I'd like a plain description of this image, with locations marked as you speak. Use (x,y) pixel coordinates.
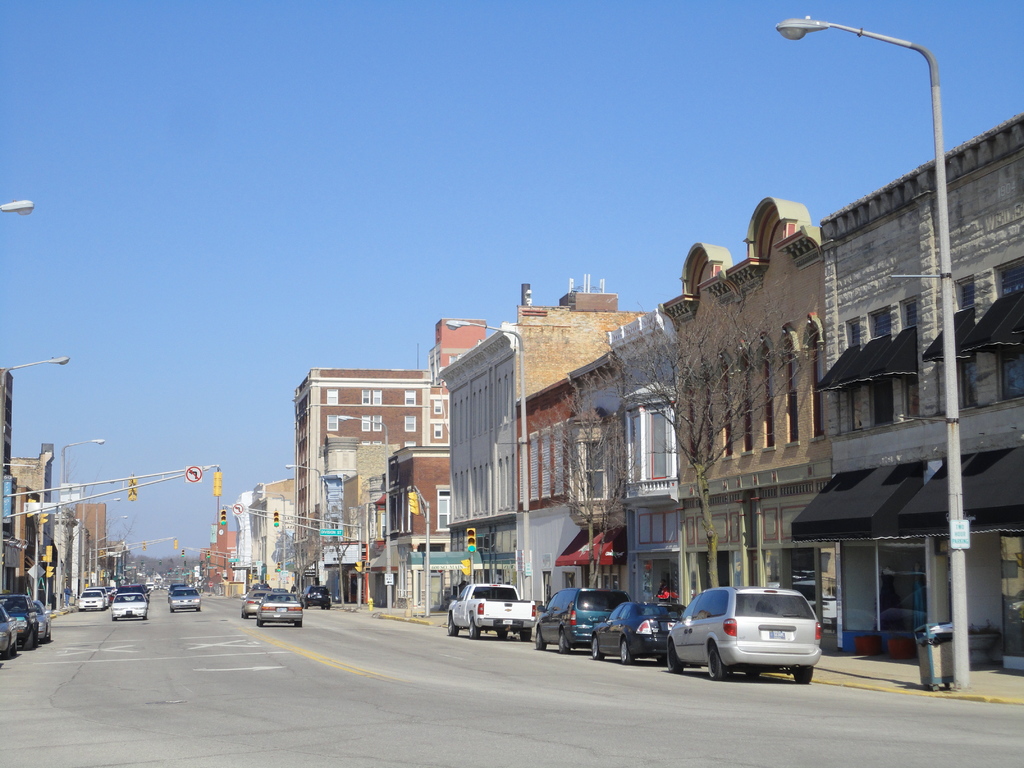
In this image we can see the buildings (16,584) on the left side (15,535) and the right side (855,504) as well. Here we can see the light poles (59,563) on the side of the road (272,717). Here we can see the traffic signal poles (300,525) on the left side (78,577) and the right side as well. Here we can see the cars (670,620) on the road (259,680). This is a sky (201,546).
